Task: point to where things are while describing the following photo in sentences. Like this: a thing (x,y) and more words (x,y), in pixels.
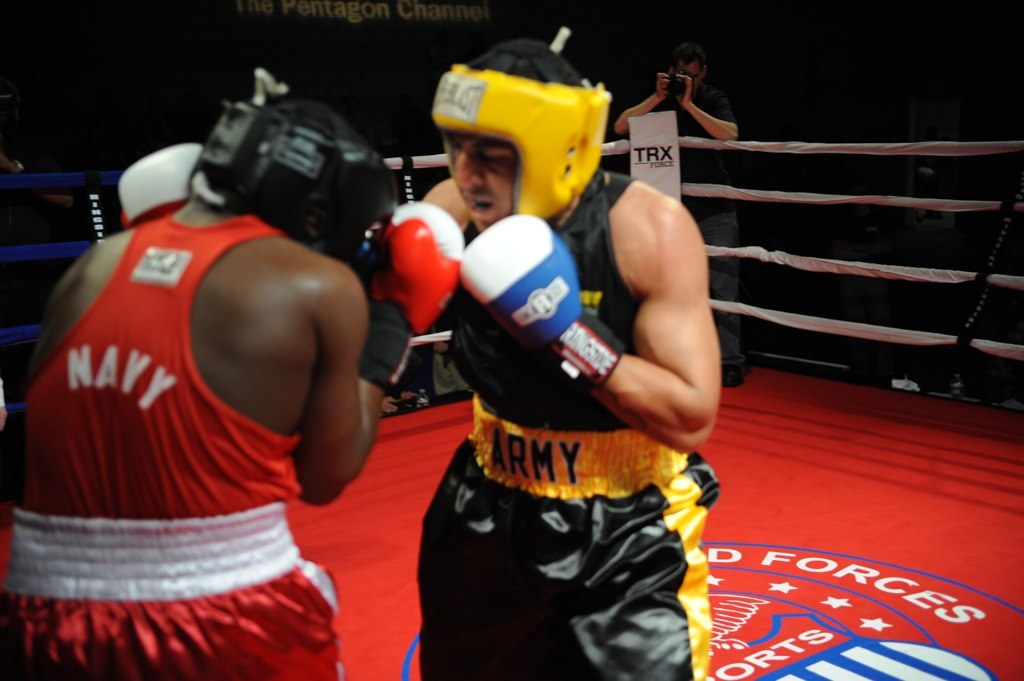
In the picture we can see the boxing of two people (578,540) and they are wearing a boxing dress (564,543) and boxing gloves (405,220) and helmets (541,104) and standing on the boxing ring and around it we can see a railing (25,331) with ropes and one person (704,111) standing near it and capturing them with the camera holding it.
